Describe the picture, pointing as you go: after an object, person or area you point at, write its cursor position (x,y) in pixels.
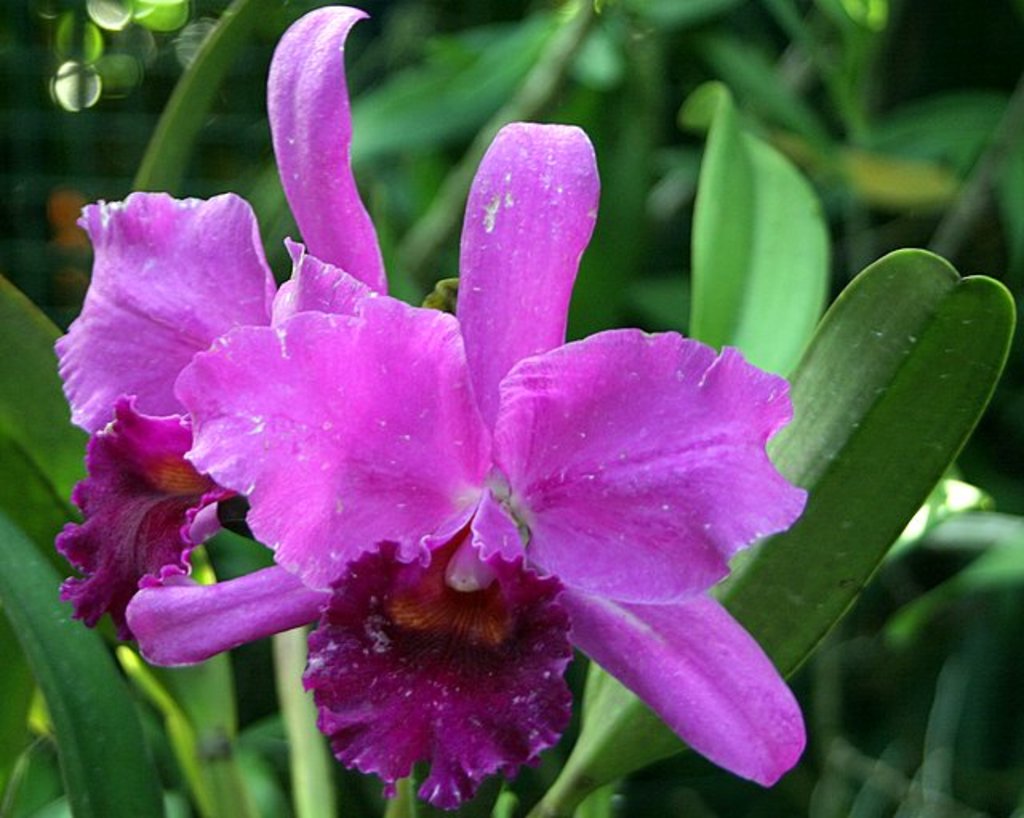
In the middle of the image (468,355) we can see few flowers (412,419), in the background (666,240) we can find few plants (711,264).
